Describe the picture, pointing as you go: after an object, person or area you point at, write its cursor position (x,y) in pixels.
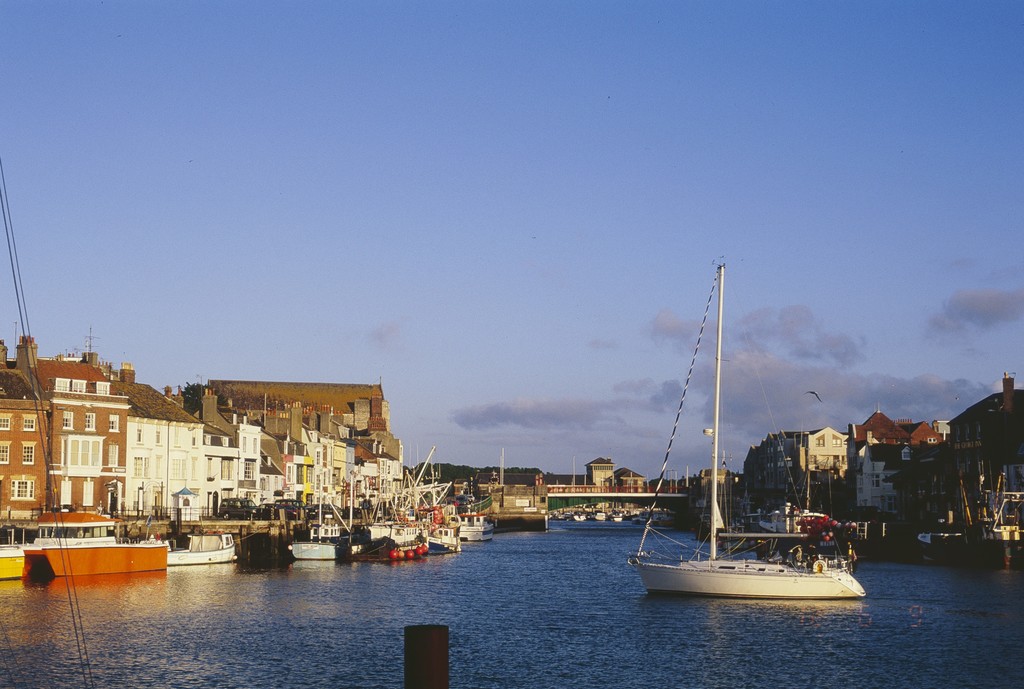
At the bottom of this image (517,558), there are boats (465,526) on the water (496,683). On both sides of this water (601,658), there are buildings (21,393) and trees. On the left side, there are vehicles (296,502) parked on a platform (300,533). In the background (630,480), there are trees (658,482), buildings (595,466) and there are clouds (461,422) in the sky (516,40).
